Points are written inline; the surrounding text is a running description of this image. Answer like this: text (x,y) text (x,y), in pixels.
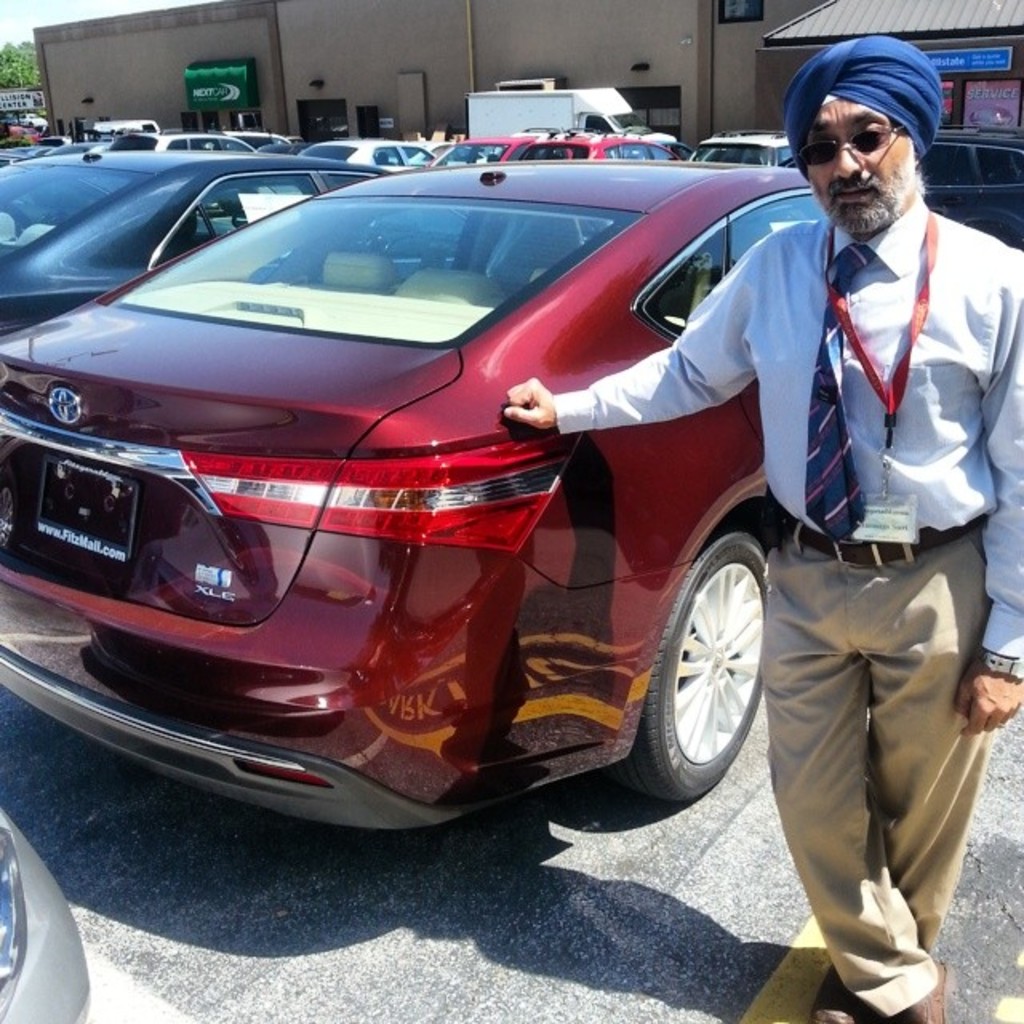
In this image we can see cars (672,290), person (865,524) on the road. In the background (67,67) we can see buildings (405,93), trees (6,60) and sky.
